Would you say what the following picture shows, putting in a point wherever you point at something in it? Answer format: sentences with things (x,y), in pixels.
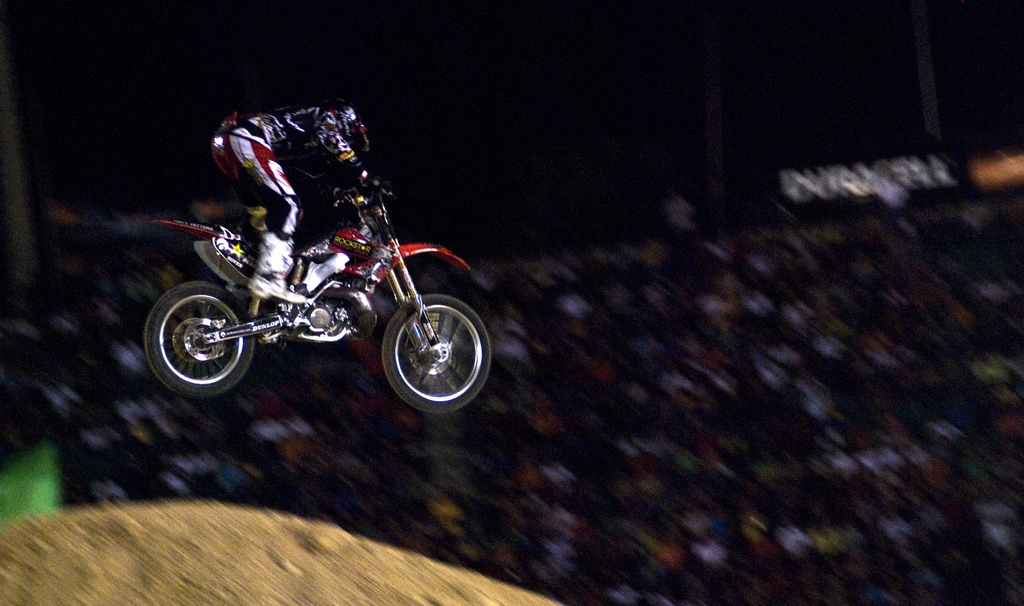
Here, we can see a person (251,220) riding a bike (227,257), in the background (280,359) there are some people (584,426) sitting.
